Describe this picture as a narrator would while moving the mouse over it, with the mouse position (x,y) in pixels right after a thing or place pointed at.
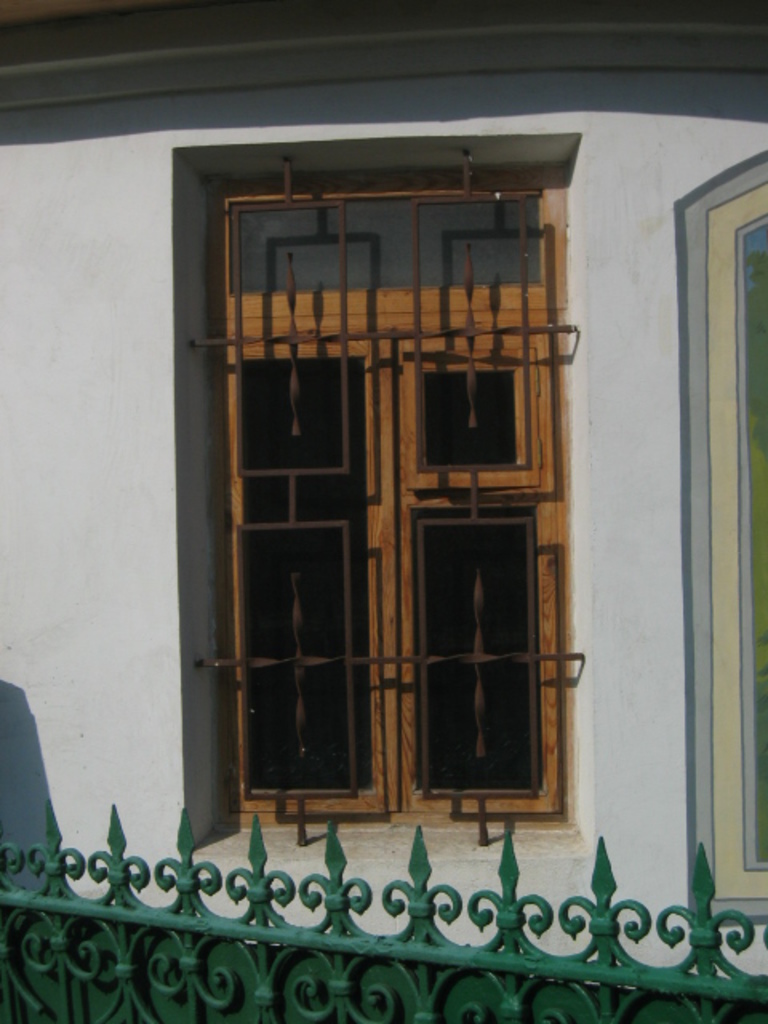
In the foreground of this picture (336,985), there is a green gate (440,975). In the background (678,406), there is a closed window (416,518) and a wall (647,94).
